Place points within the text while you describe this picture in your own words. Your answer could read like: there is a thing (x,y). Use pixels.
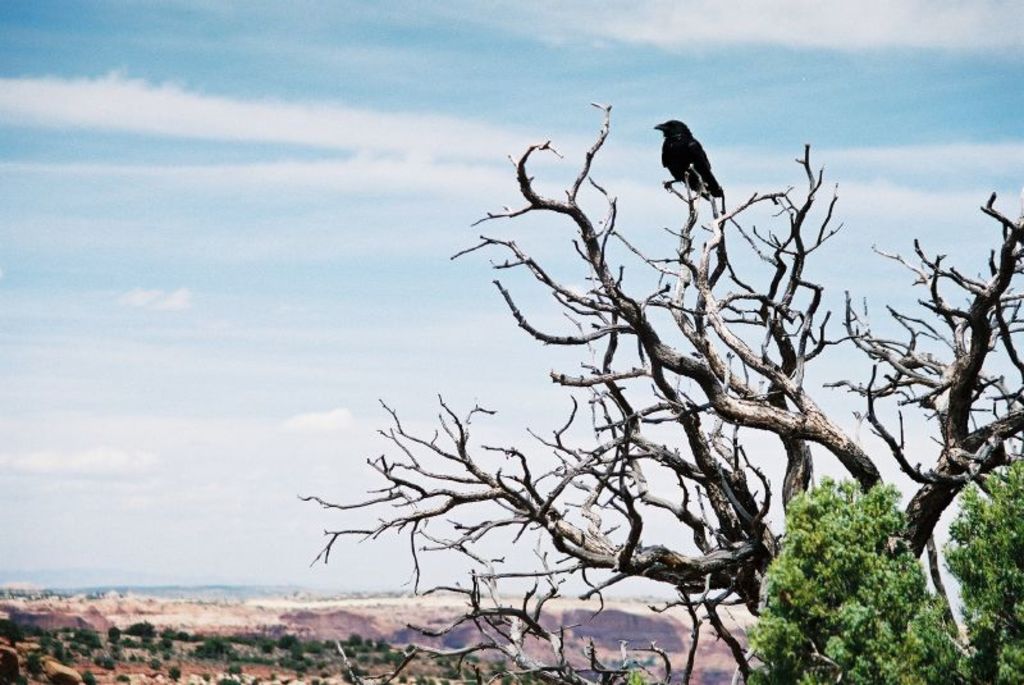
In this image we can see trees (844,491) on the right side (845,486). On the tree (720,239) there is a bird (676,172). In the background (99,297) there is sky (621,104) with clouds (210,490).
